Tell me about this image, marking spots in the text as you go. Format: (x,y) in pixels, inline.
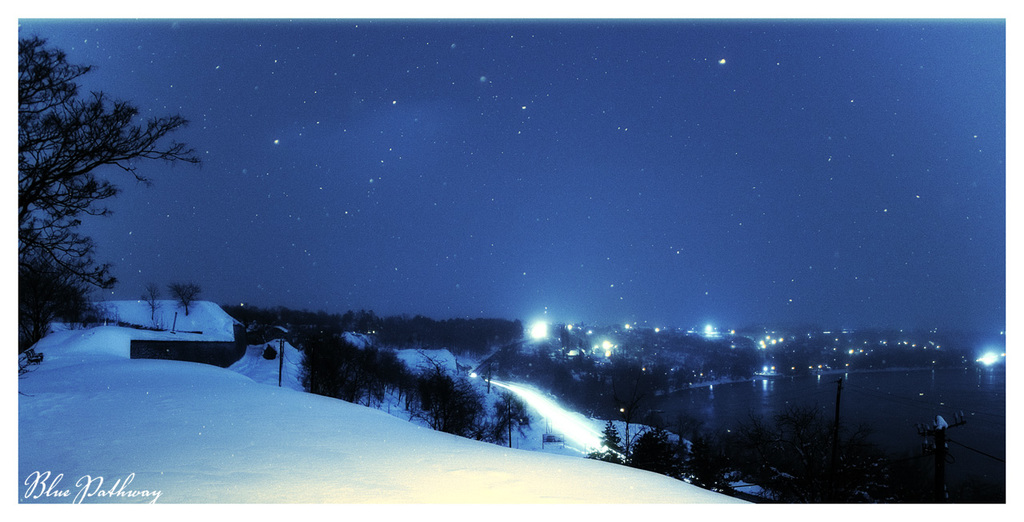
This image is taken outdoors. At the top of the image (330,160) there is a sky (298,152) with stars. At the bottom of the image (261,427) there is a ground (113,399) covered with snow (348,440). On the left side of the image (37,201) there is a tree (37,201). In the middle of the image (458,325) there are many trees (439,336) and plants (346,346) and there are a few lights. On the right side of the image (830,375) there is a pond (818,402) with water (871,426).
